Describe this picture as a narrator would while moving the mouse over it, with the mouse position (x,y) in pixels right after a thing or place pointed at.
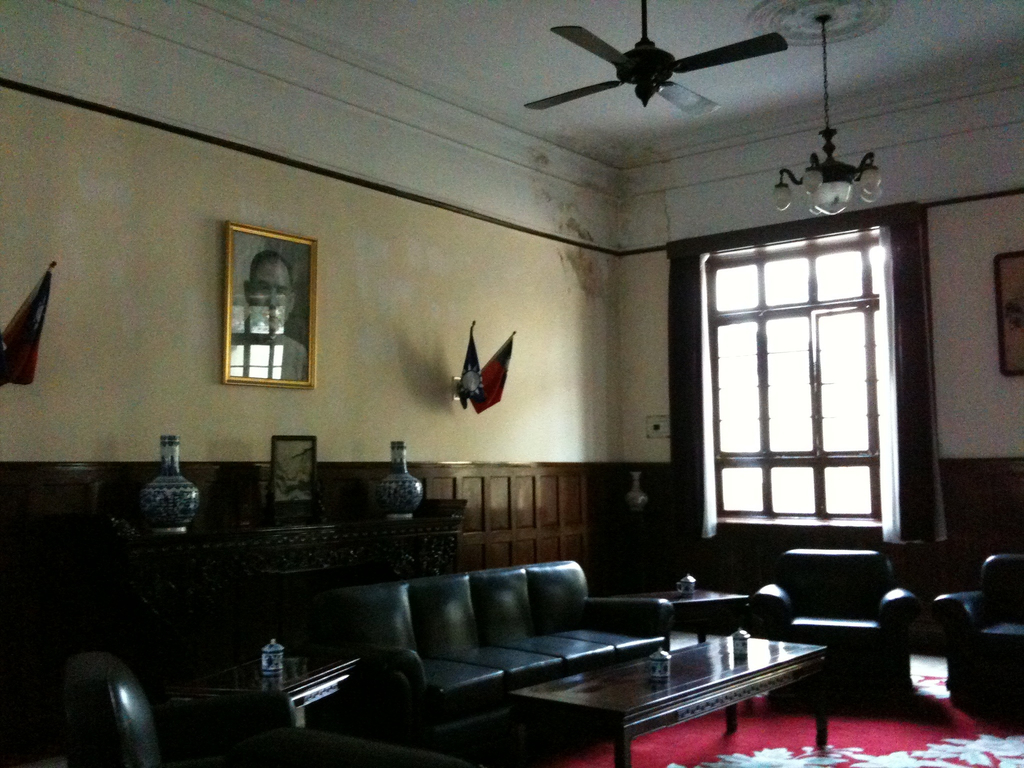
This picture is of inside the room (797,623). In the foreground (840,626) we can see the sofas (517,615) and the number of tables (706,683) and a floor carpet (937,744). On the top (646,50) there is a ceiling fan (653,68) and a lamp (842,174). In the background (125,279) we can see a wall (114,266), picture frame (244,306) hanging on a wall (383,328) and wall mounted flags (501,377). There is a table (254,537) on the top of which two pots (403,487) are placed. On the right (830,285) we can see a window (824,378) and a curtain (912,415).
